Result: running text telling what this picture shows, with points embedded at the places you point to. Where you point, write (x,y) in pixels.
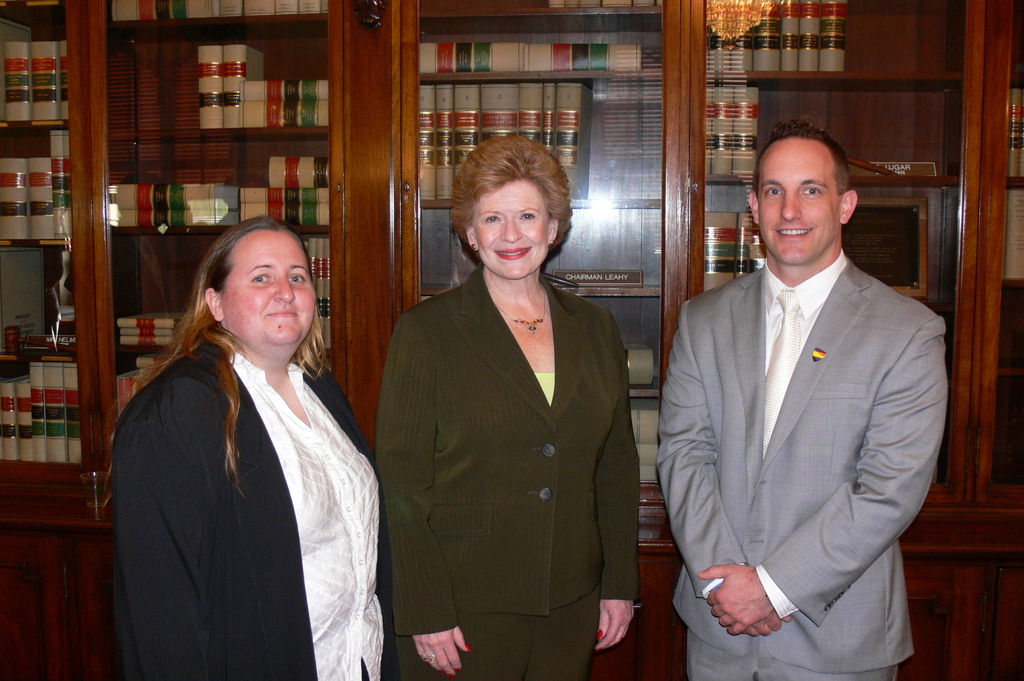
In this image in the foreground (516,485) there are three people (399,547) standing one woman (338,438) on the left side (336,470), one in the middle (415,408) and a man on the right side (731,619).
